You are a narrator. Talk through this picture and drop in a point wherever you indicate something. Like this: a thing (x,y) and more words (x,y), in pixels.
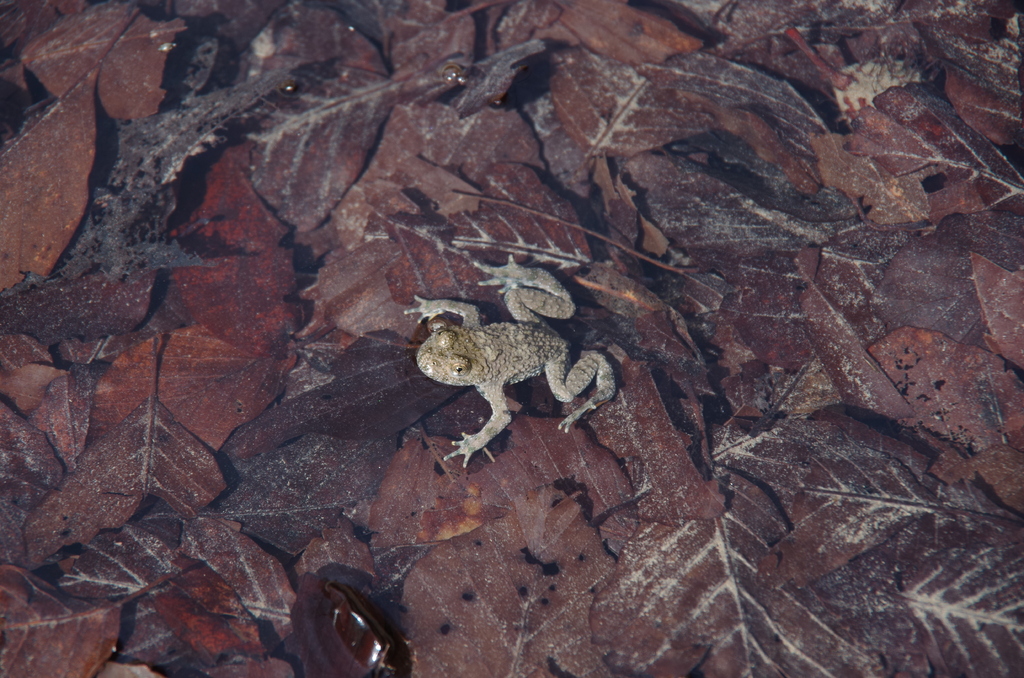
In this image there is a frog (479,373) on leaves (391,205).
